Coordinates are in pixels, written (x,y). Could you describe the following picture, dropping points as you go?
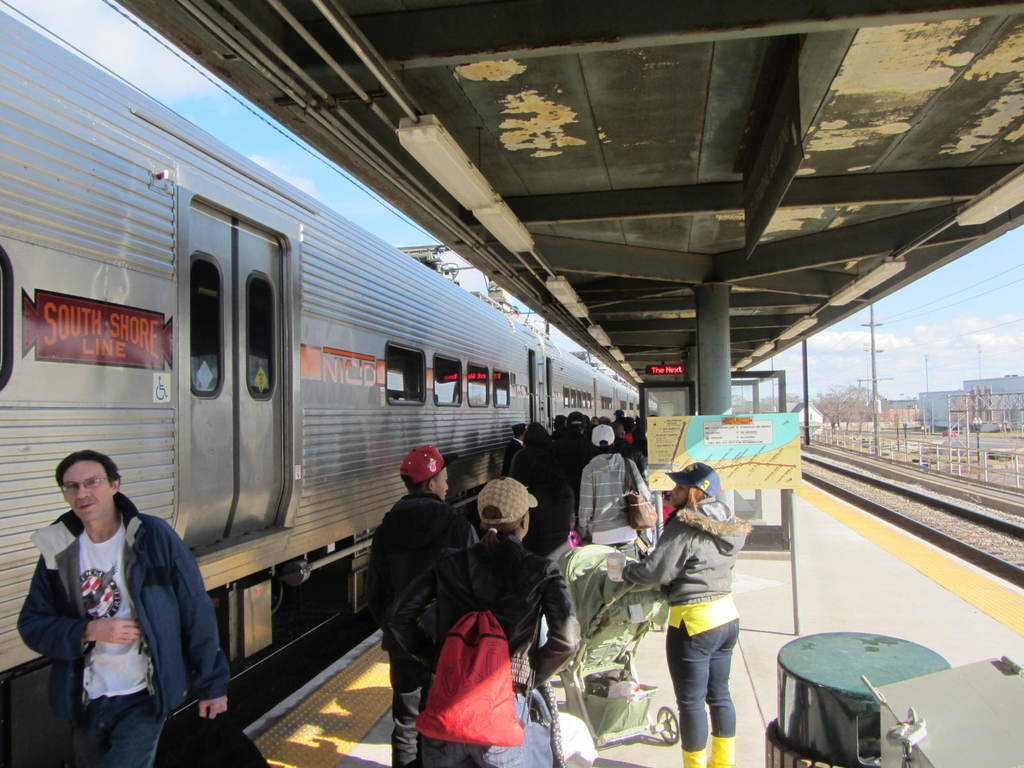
In this image we can see a train (161,294) on the track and a group of people (170,579) standing on the platform (342,729). In that a woman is holding a baby carrier (632,711). We can also see a board (684,436) with some text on it, a digital screen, a pillar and a roof (574,281). On the right side (872,413) we can see some buildings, an utility pole (872,393) with wires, trees (860,402) and the sky (829,383) which looks cloudy.
